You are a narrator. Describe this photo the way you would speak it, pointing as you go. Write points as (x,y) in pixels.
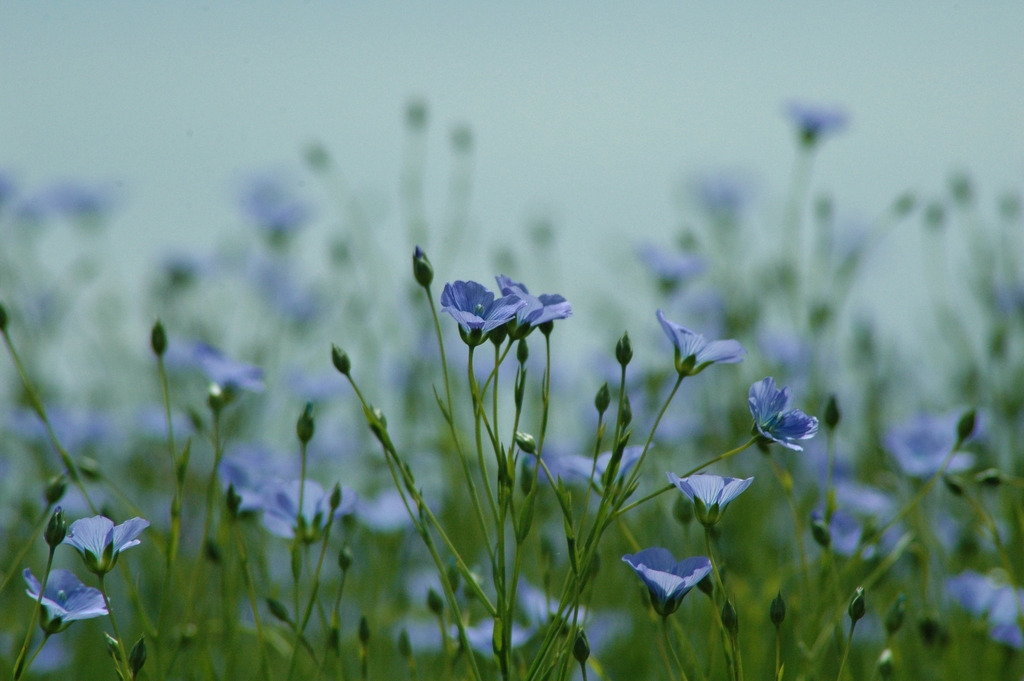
In this picture, we see plants (587,595). These plants (575,557) have buds (604,410) and flowers (527,330). These flowers (480,341) are in violet color. At the top (700,215), we see the sky (664,87). This picture is blurred in the background (533,365).
